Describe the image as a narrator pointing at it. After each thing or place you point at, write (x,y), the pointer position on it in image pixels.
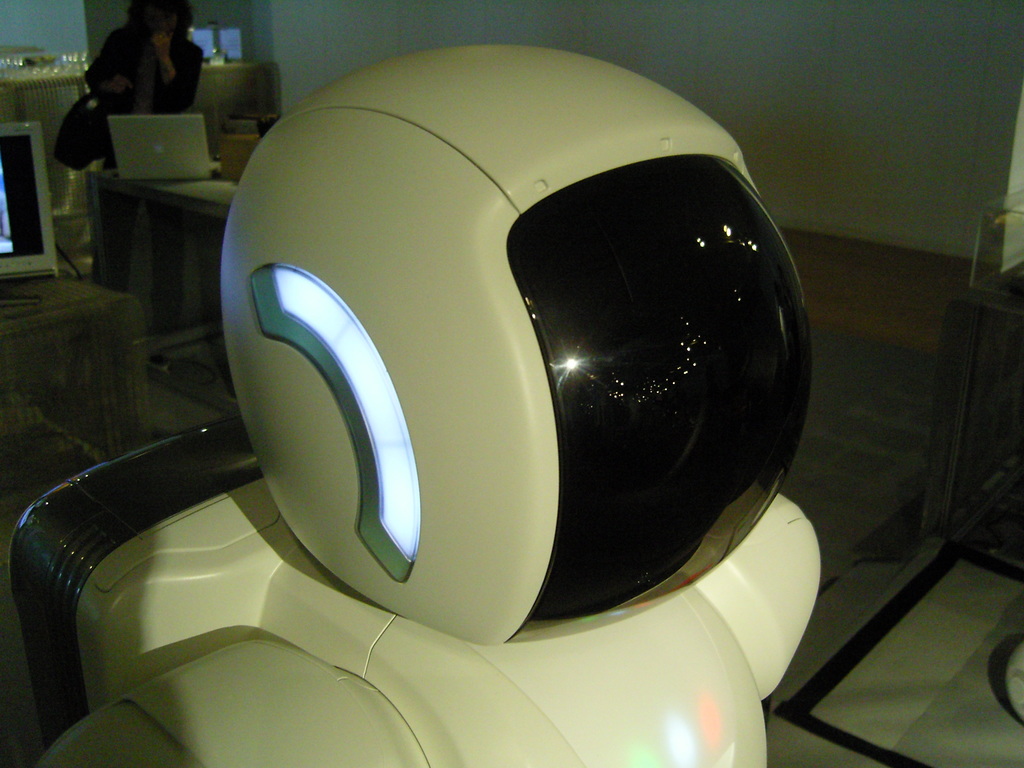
In front of the picture, we see a yellow color thing (385,426) which looks like a robot (615,380). Behind that, we see a table (170,192) on which laptop (162,168) is placed. Beside her, we see a wall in white color. In the background (572,39), we see a wall (335,54).
